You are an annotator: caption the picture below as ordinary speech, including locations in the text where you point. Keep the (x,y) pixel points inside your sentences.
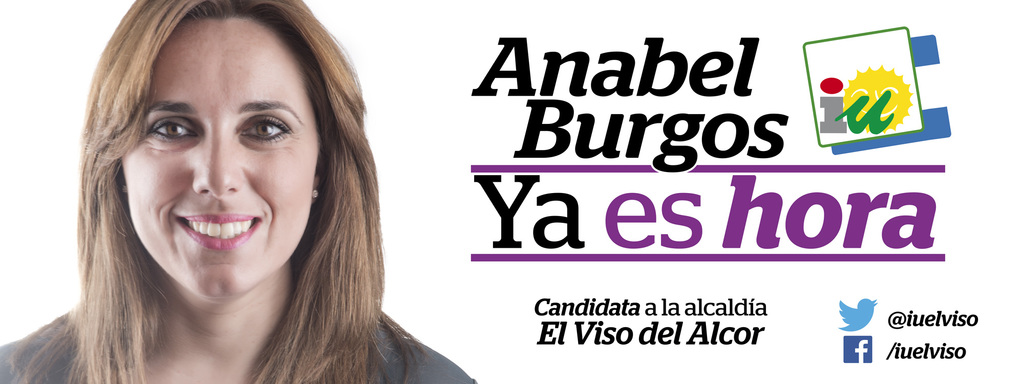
The woman (356,207) on the left side (229,189) is smiling. She is posing for the photo. On the right side (795,233), we see text (677,220) written in black and purple color. In the background (506,199), it is white in color. This picture might be an advertisement in the poster.
